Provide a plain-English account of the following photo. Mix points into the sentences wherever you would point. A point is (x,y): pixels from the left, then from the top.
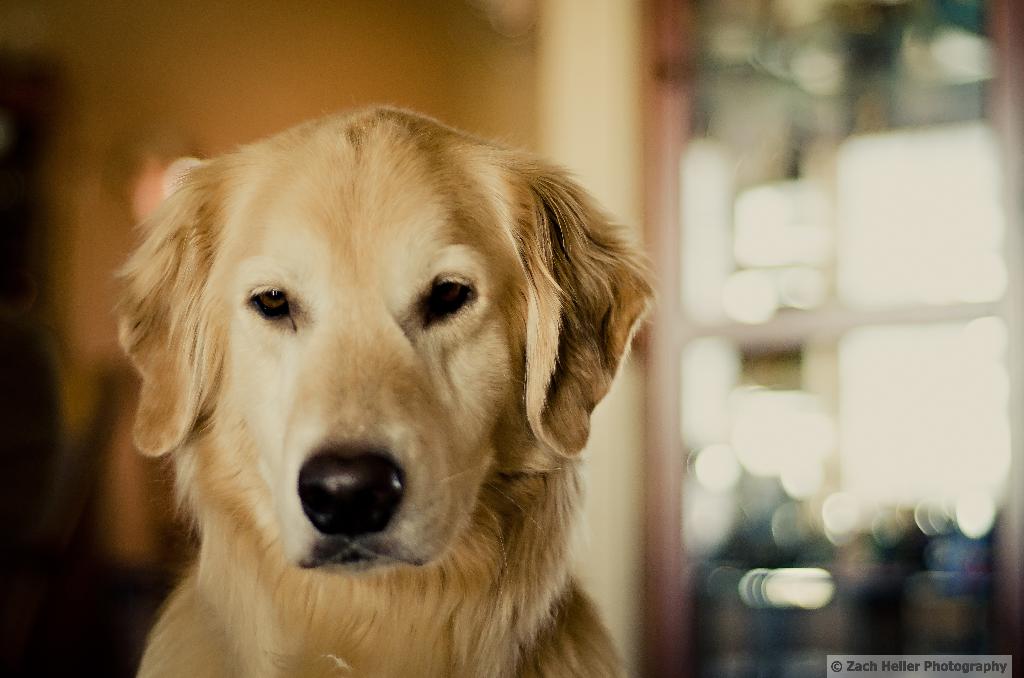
In this picture, we see a dog (407,384). On the right side (832,178), we see a glass door (785,200). In the background (80,111), it is brown in color. This picture is blurred in the background (718,416).
